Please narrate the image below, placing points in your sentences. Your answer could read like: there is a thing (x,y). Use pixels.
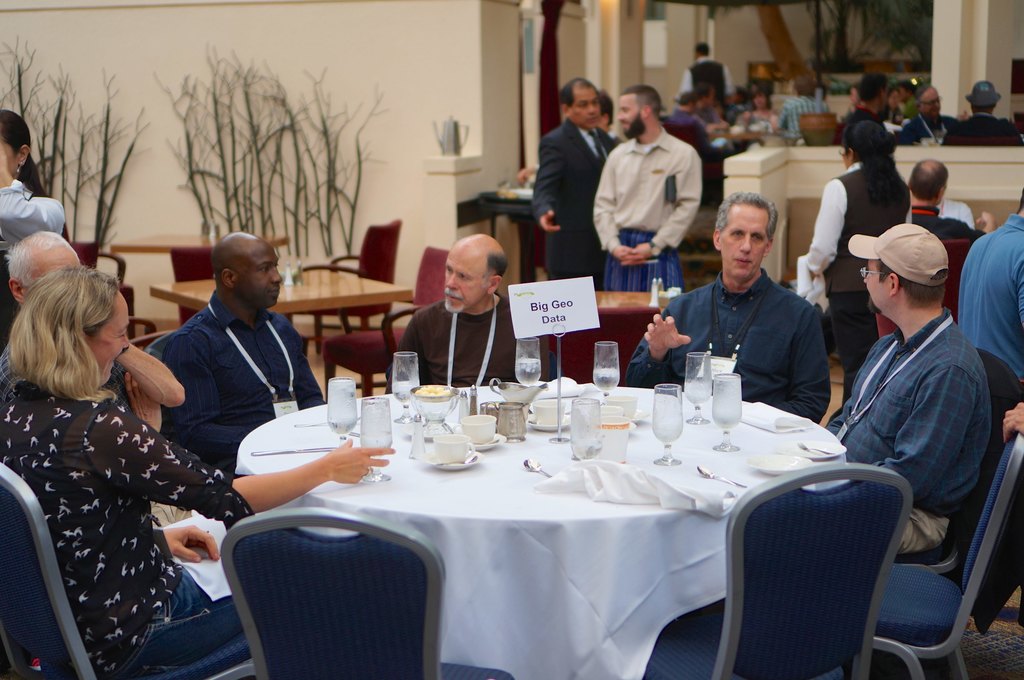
Few people (224,378) are sitting around a table (485,597) there are wine glasses (402,369) on this table (468,606) and behind them few of them are Standing and a man (598,146) is wearing a coat (561,167) in the right (868,280) this person (894,242) wears a cap (894,242).
